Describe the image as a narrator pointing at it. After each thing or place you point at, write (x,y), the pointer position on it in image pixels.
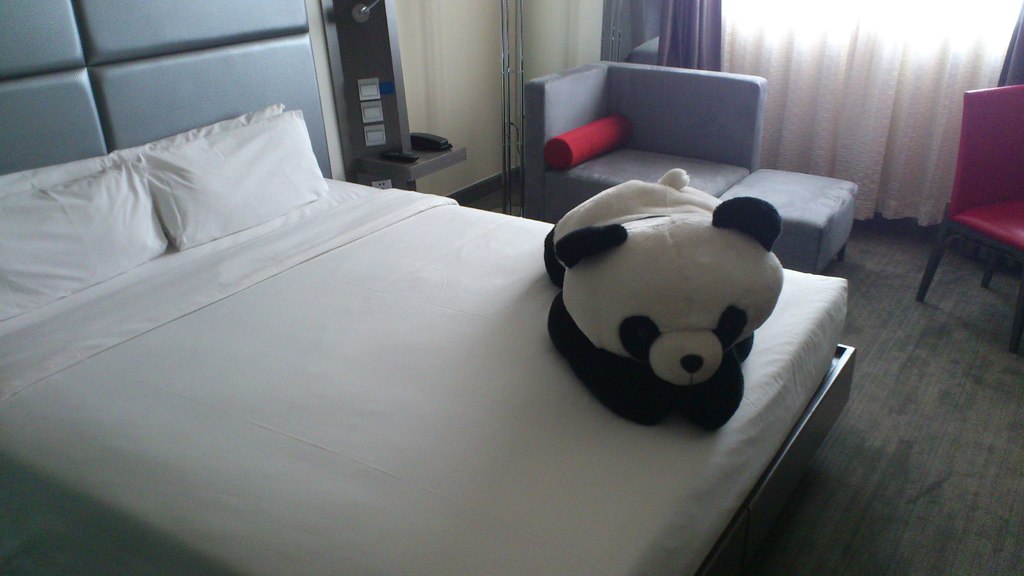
In this picture there is a bed (518,432) in the center of the image (468,303) on which there is a toy panda (591,288) and pillows (244,223) on it, there are chairs (739,122) and curtain (806,88) in the background area of the image (708,135).
